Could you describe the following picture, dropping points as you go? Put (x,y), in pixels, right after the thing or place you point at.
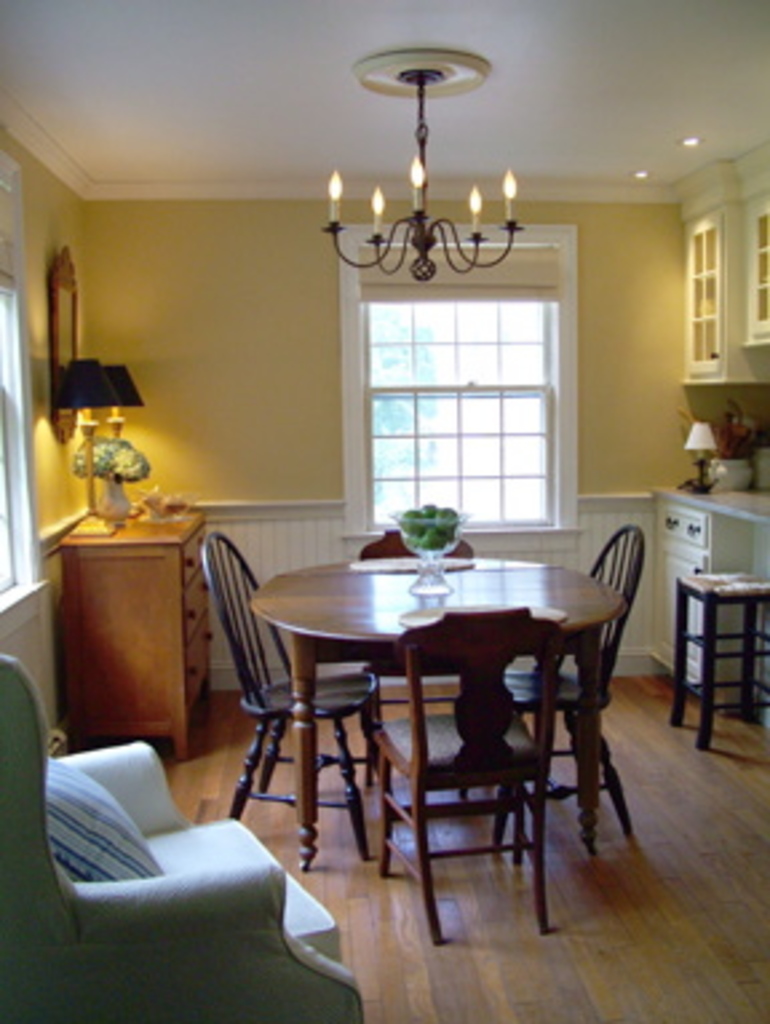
In this image there are chairs (499,627) and tables (563,647). Left side (185,967) there is a chair (254,877) having a cushion (106,864). Beside there is a table (96,588) having lamps (96,524) and a flower vase (108,511). There are chairs (320,714) surrounded by the table (385,603) having a bowl (427,585). Right side (684,624) there is a stool (682,635). Behind there is a cabinet (687,503) having lamps (698,453) and a pot (732,472). The Pot (742,470) is having a plant (741,453). There are cupboards (723,311) attached to the wall (648,350) having windows (416,347). Top of the image (350,232) there is a chandelier (424,83) hanging from the roof (393,121). Left side (56,345) there is a frame (61,321) attached to the wall (282,251).
